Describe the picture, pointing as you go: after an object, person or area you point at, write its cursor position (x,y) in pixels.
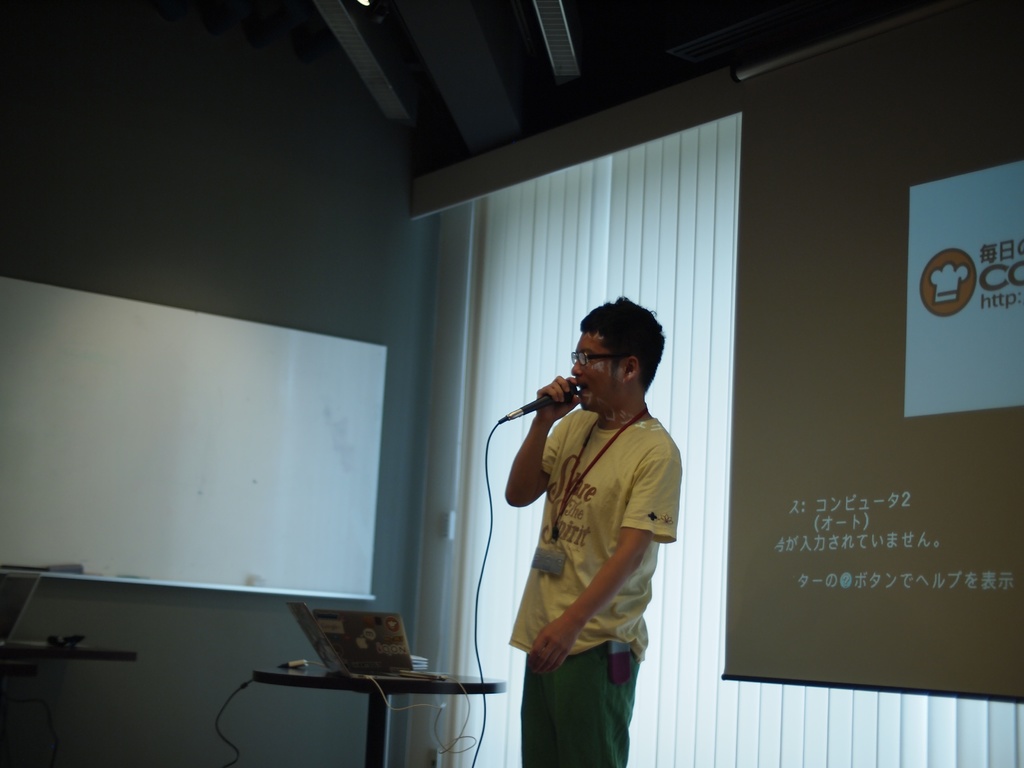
In this image we can see a person (586,605) wearing yellow color T-shirt (609,615) green color pant (587,752) also wearing Id card (548,563) holding microphone (512,415) in his hands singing and in the background of the image (831,418) there are some white color curtains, projector screens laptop (330,648) on the table (318,680).
